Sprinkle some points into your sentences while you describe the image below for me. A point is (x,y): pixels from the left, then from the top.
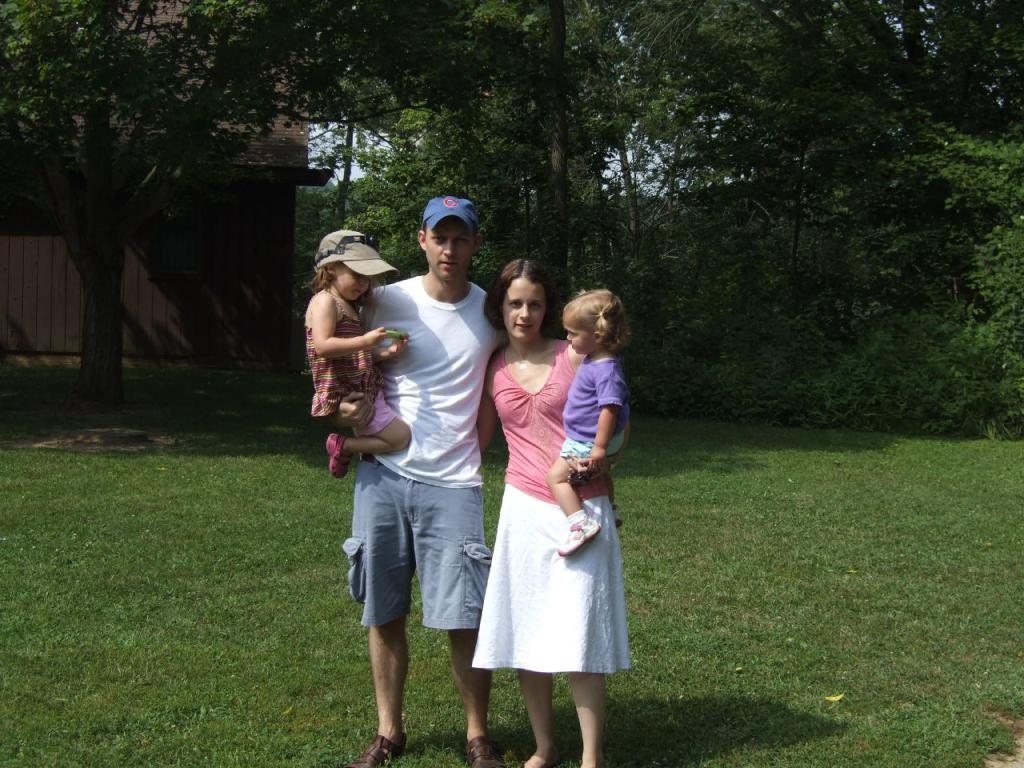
In this picture we can observe four members (506,520). Two of them are children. We can observe a man (454,440) and woman (488,390). There is some grass (257,662) on the ground (680,644). In the background (659,361) there are trees (430,168) and a building (211,204).
